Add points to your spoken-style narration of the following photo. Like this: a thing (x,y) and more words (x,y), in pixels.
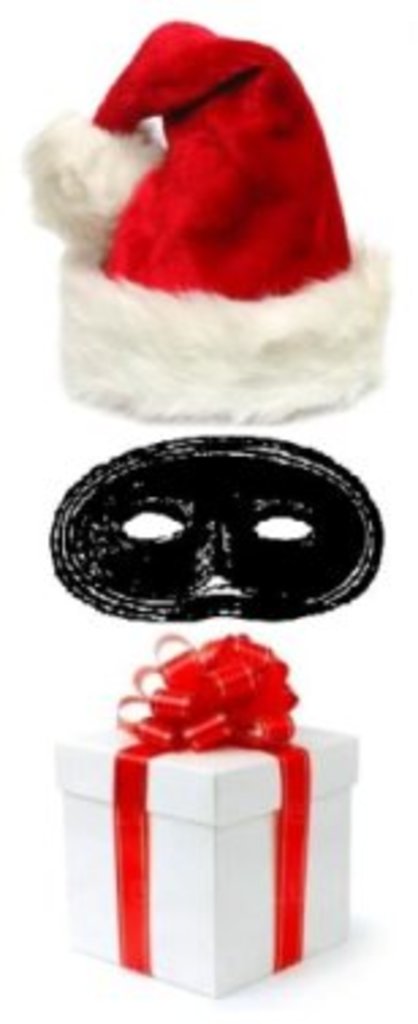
In this picture there is a cap (238,265), a mask (277,543) and a gift box (180,822). The picture has white background (399,532) and surface (153,993).
